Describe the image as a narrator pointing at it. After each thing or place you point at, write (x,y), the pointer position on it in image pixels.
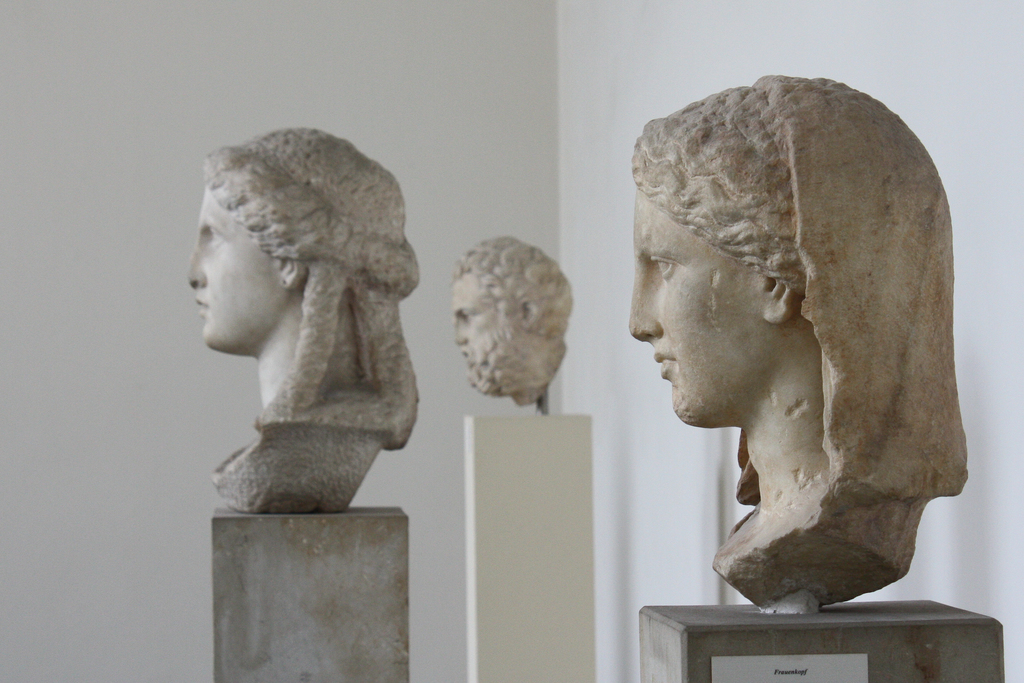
On this stand (787,627) we can see sculptures (826,372). Background (441,75) there is a wall (483,102).
